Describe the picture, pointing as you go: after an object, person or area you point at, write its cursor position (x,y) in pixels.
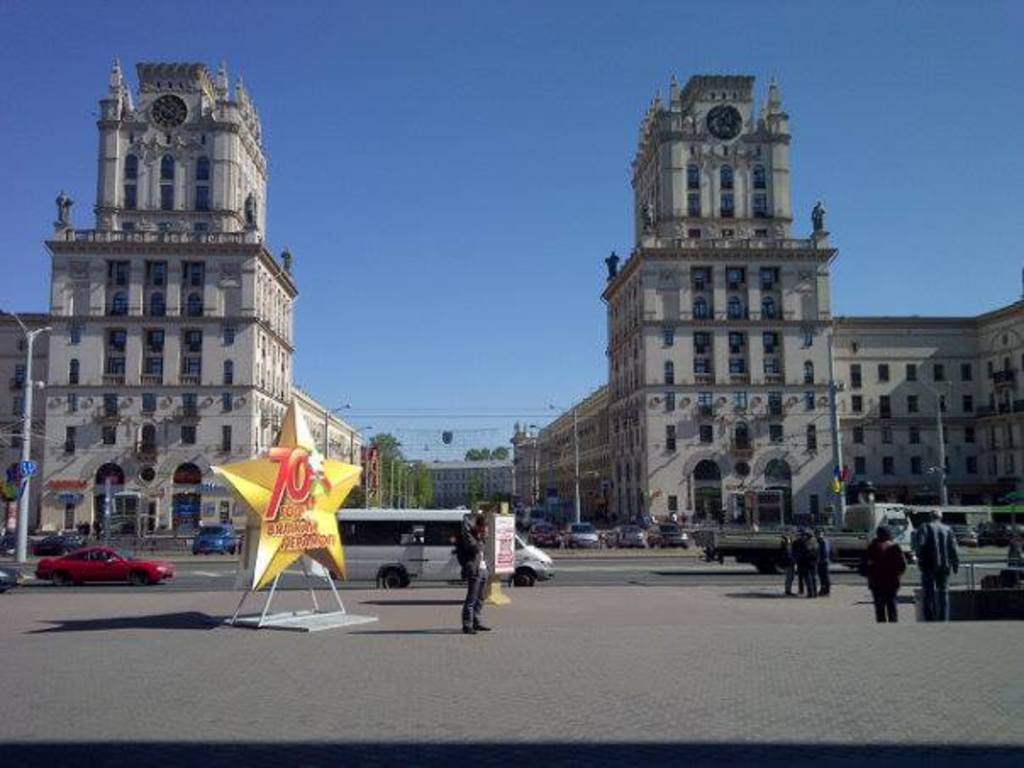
In this picture I can see buildings (484,479), trees (376,439) and few pole lights (31,356) and I can see few cars (227,541) parked and few cars (108,554) and vehicles (766,541) moving on the road (574,569) and few people (823,584) standing and few are walking and I can see a board (298,549) with some text (308,546) and a blue sky (799,126).
